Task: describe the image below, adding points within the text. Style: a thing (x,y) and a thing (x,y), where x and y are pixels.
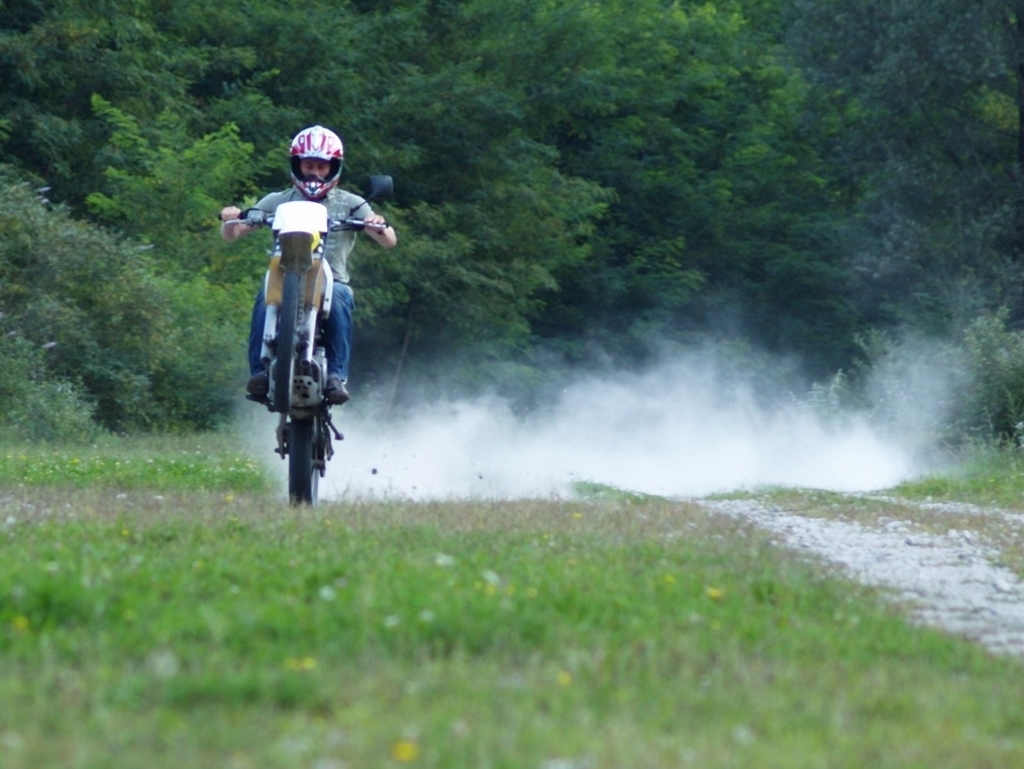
In the picture we can see the grass surface (357,655) on it, we can see a man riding a bike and doing stunts and he is wearing a helmet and in the background (18,152) we can see smoke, plants (1,338), and full of trees (440,29).
